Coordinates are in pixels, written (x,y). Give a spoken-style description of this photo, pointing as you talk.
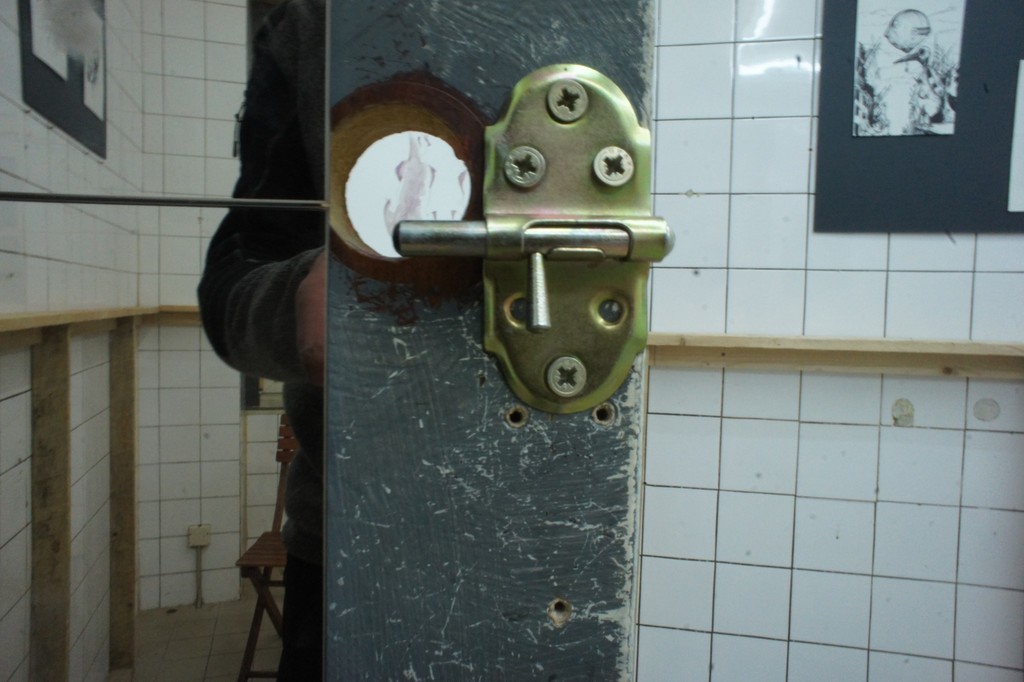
In this image I can see a gate bolt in the front (659,230). In the background (865,220) I can see few posters (891,86) on the right (900,84) and on the left side of this image (103,15).
